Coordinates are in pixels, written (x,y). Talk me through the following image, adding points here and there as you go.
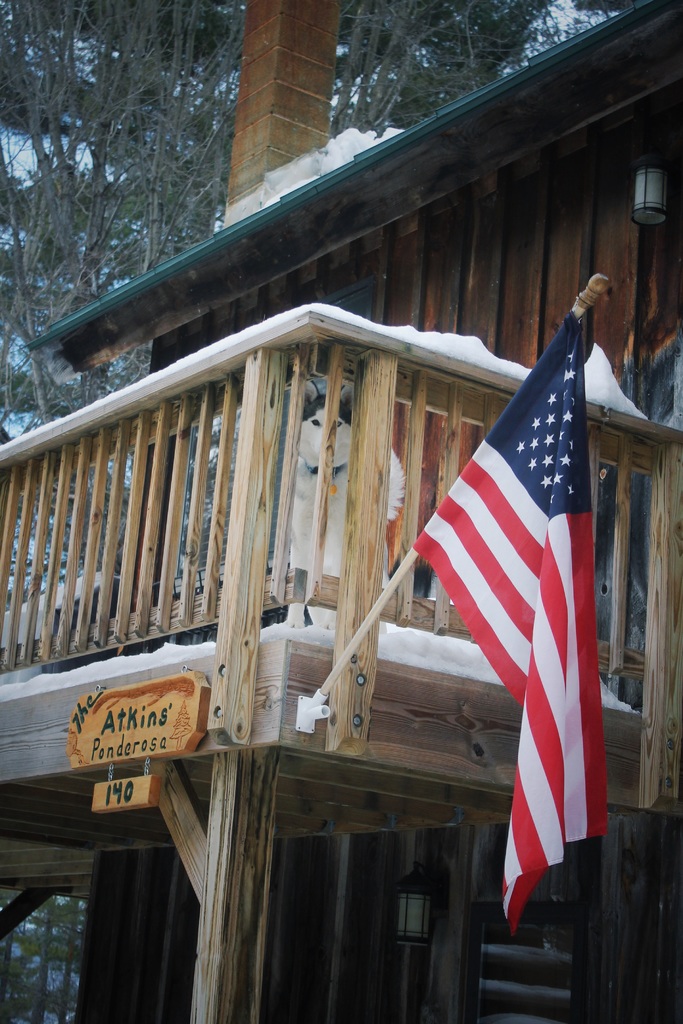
In this picture I can see the animal (322,414). I can see wooden fence (254,385). I can see snow (282,311). I can see wooden house (271,663). I can see name plate (147,745). I can see trees (172,185).
